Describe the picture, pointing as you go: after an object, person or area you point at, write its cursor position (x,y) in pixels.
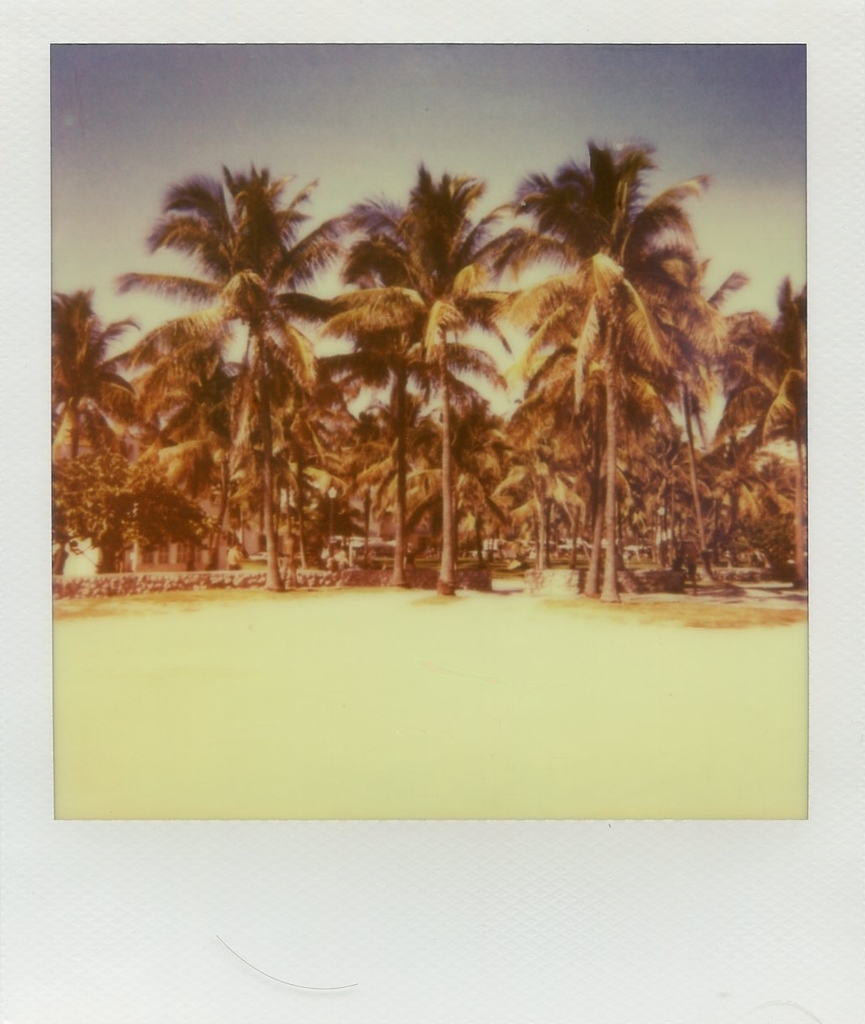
In this image we can see trees (352,350), sky (275,140). At the bottom of the image (366,721) there is ground (452,753).
